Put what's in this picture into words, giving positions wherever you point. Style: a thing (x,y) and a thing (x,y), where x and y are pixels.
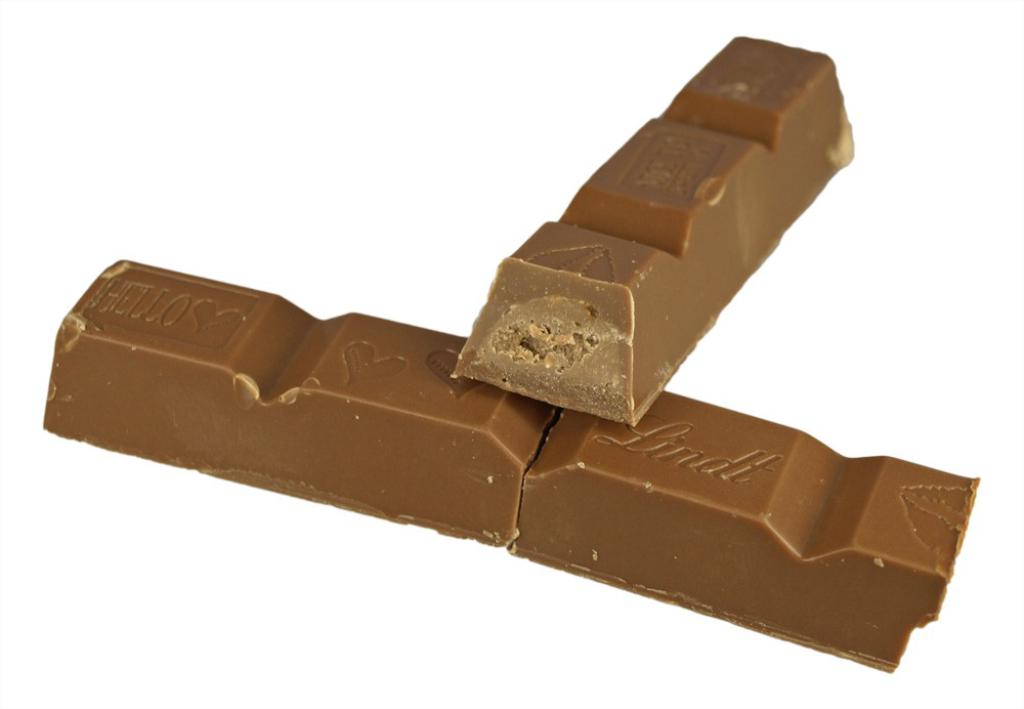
In this image I can see two chocolate bars (392,441) which are brown in color on the white colored background.
